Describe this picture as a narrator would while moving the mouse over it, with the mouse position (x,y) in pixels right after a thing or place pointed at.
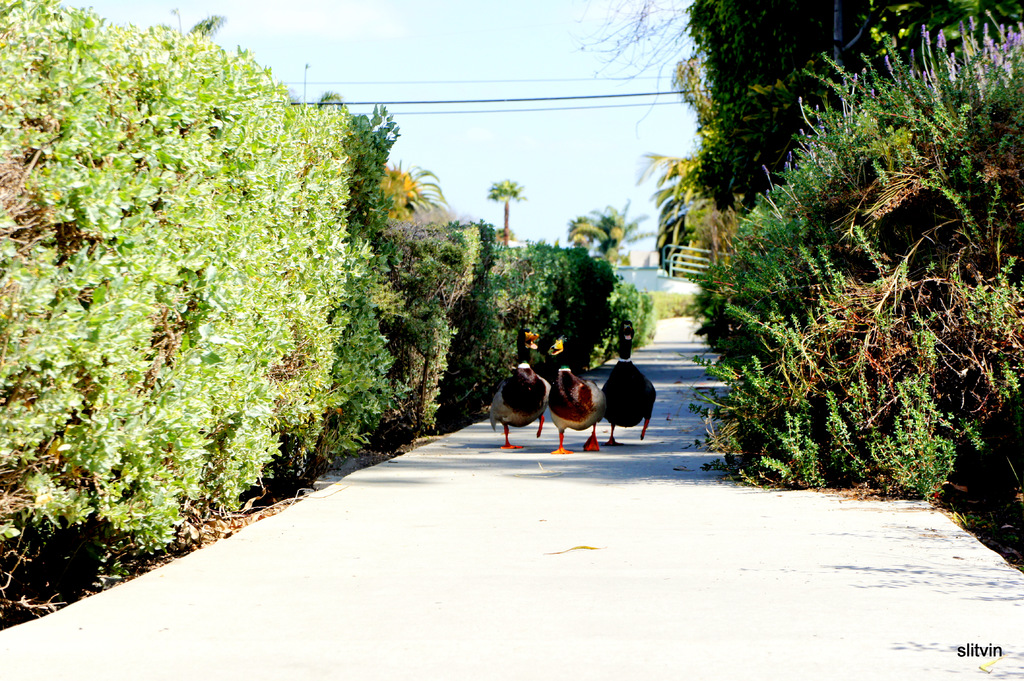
In this image we can see three birds (528,395) walking. Beside the birds (623,426) we can see a group of plants (810,392). In the background (633,287), we can see plants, trees (674,235) and a wall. At the top (491,120) we can see the sky (562,133) and the wires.
